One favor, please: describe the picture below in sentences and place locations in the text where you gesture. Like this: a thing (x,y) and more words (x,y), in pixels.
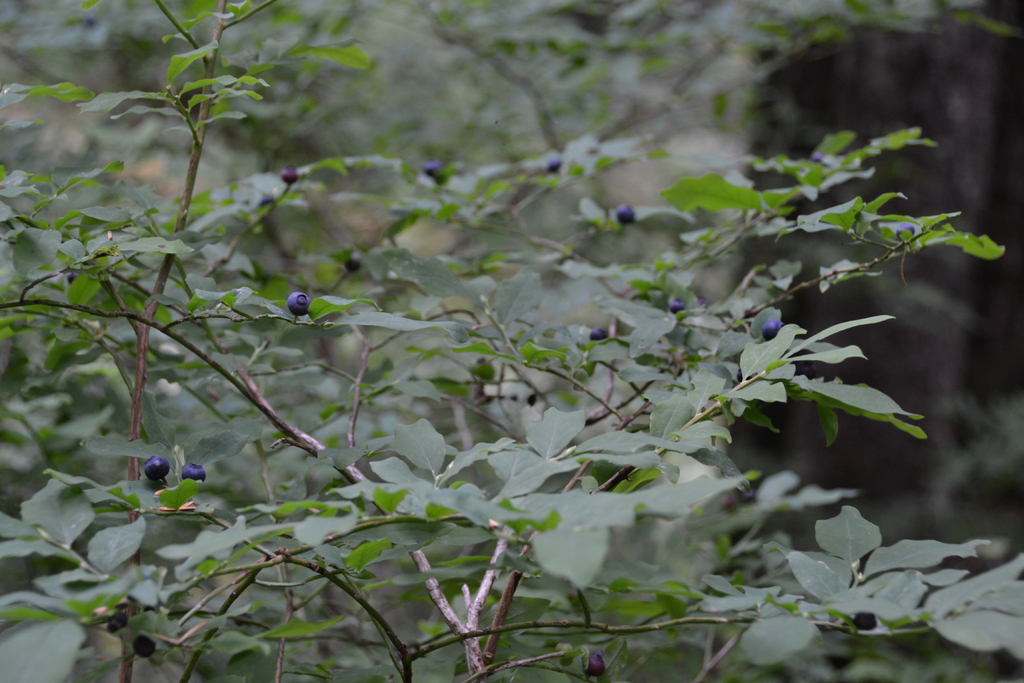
In this image we can see a tree (132,525) with fruits (196,472). The background of the image (929,118) is slightly blurred.
